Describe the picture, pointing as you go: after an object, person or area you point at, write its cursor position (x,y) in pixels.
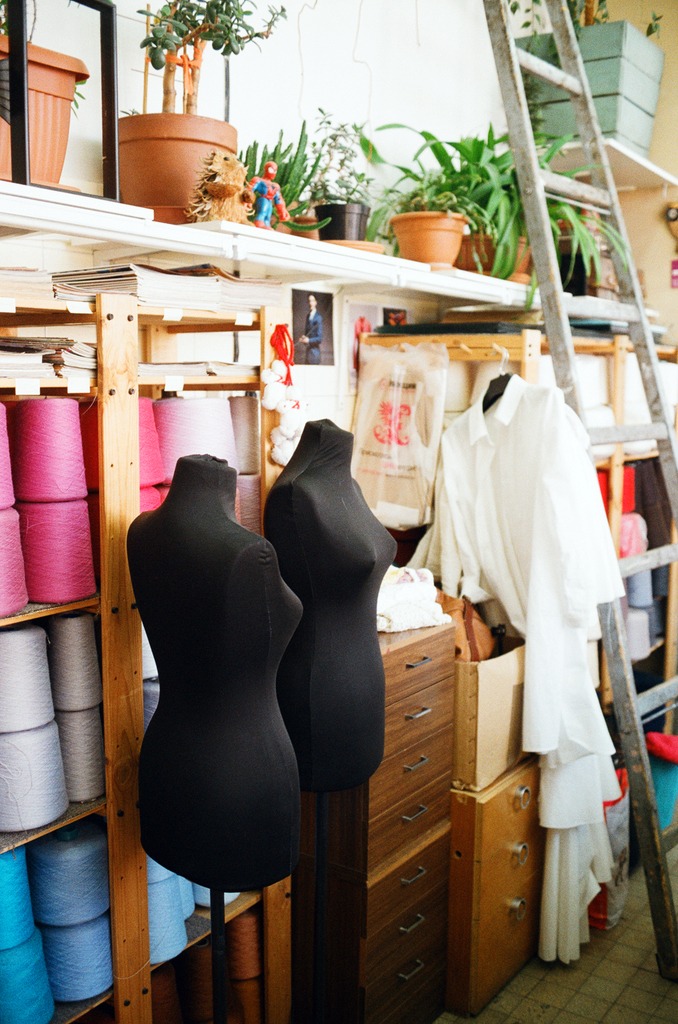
In this picture we can see so many colorful rolls (47,526) in shelves (111,745), some potted plants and some clothes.
